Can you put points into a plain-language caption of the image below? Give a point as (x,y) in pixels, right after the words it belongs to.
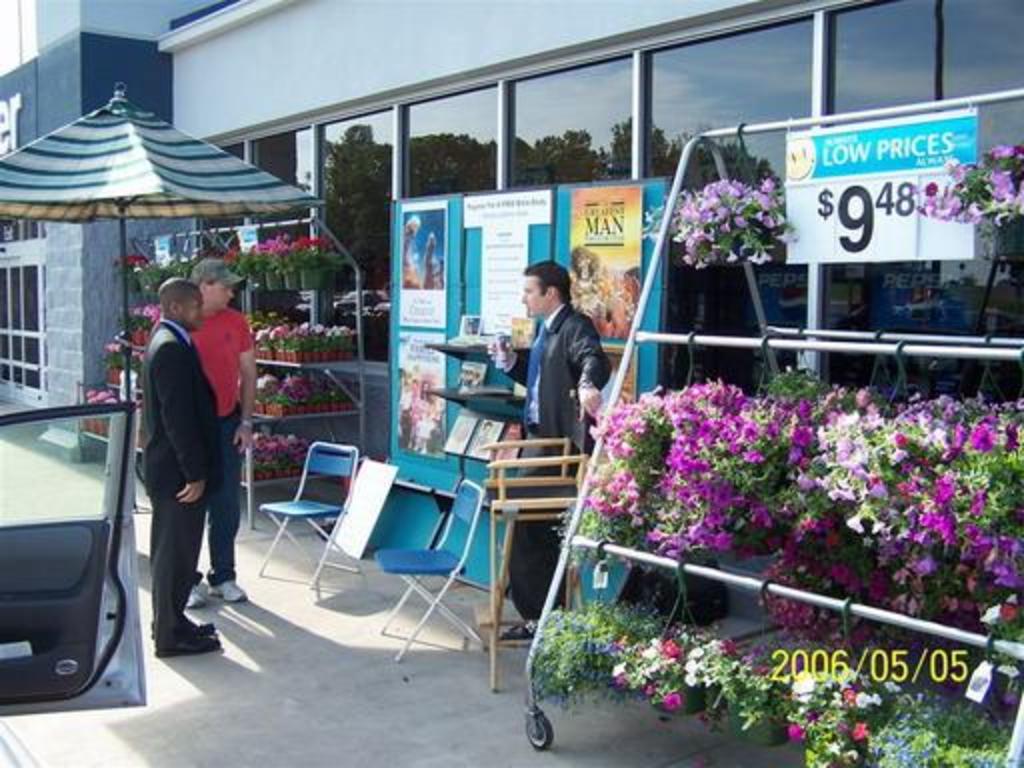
In this picture, we can see a few people (248,391), and among them a person (562,348) is holding an object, and we can see the ground (341,604) and some objects (637,501) on the ground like plants (721,414) in a pot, stand (644,290), tent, board (587,281) with posters (512,234), and we can see door (62,585) of a vehicle (62,503), buildings (32,355), with glass doors (34,278), and windows (574,155), and we can see reflections (533,129) on the glass (565,146), and we can see date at the bottom right side of the picture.
